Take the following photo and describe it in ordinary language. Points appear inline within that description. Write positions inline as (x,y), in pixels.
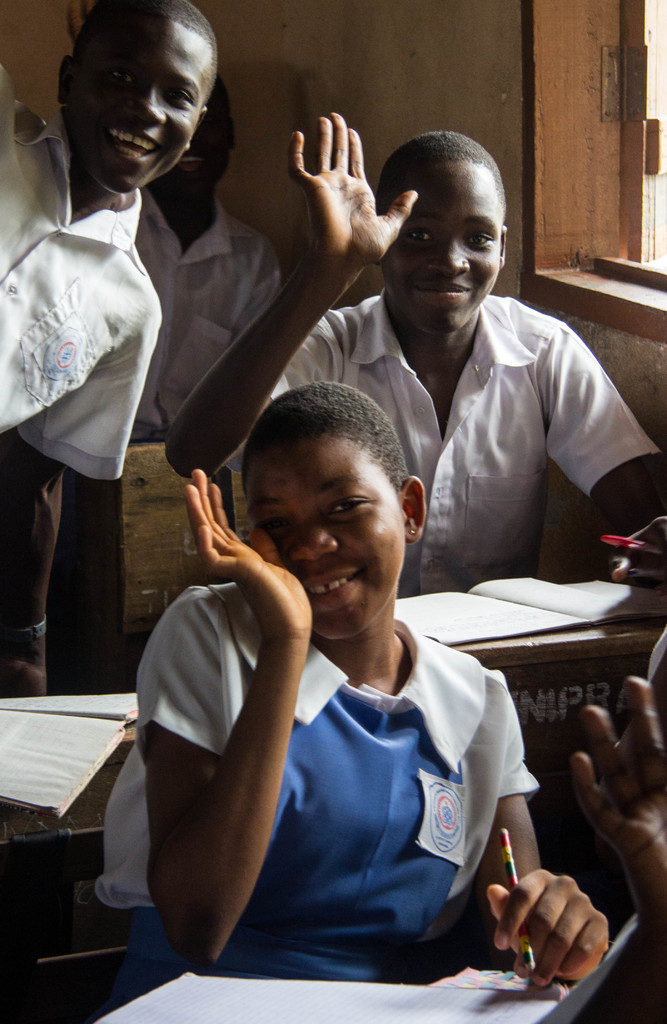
In this image there are persons (501,910) sitting on a bench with waving hands (266,581) and holding a pencil (505,852), in front of them there are books (545,993). In the background (597,104) there is a wall (453,31) and a window (607,112).
